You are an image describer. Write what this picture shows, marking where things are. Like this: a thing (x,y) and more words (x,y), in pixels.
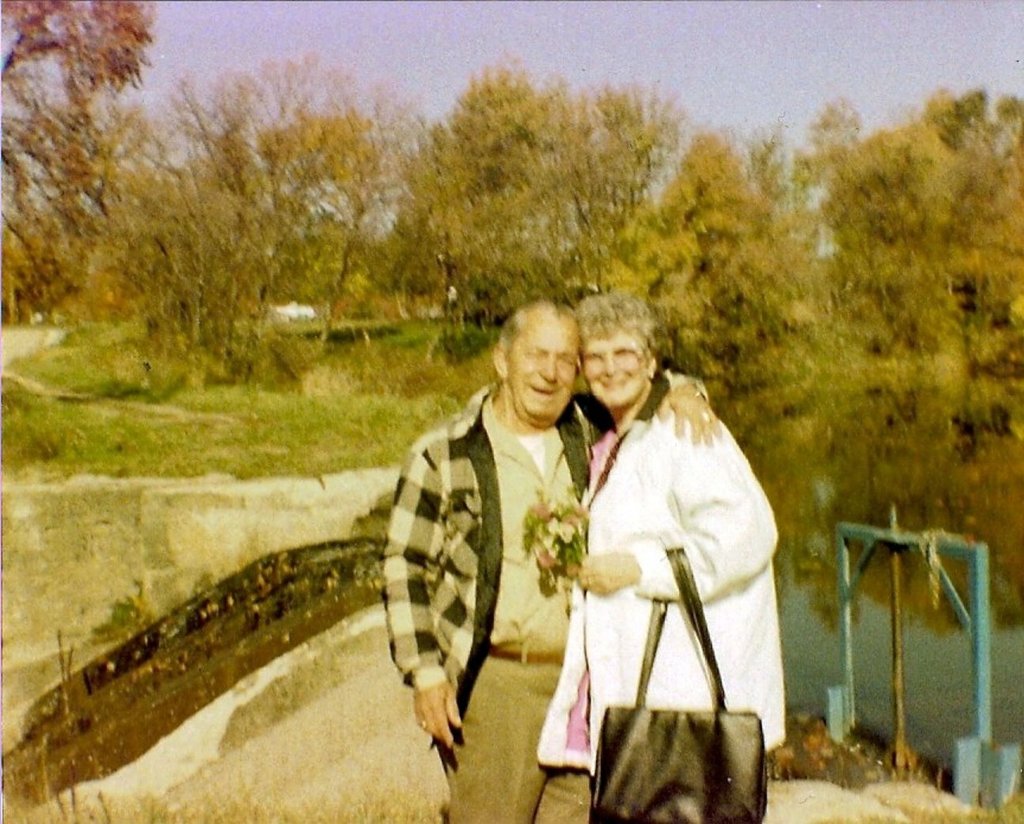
In the image there is an old couple (629,551) in the middle (624,447) and behind them there is a pond (879,467) and in background (826,345) there are trees (456,219).
